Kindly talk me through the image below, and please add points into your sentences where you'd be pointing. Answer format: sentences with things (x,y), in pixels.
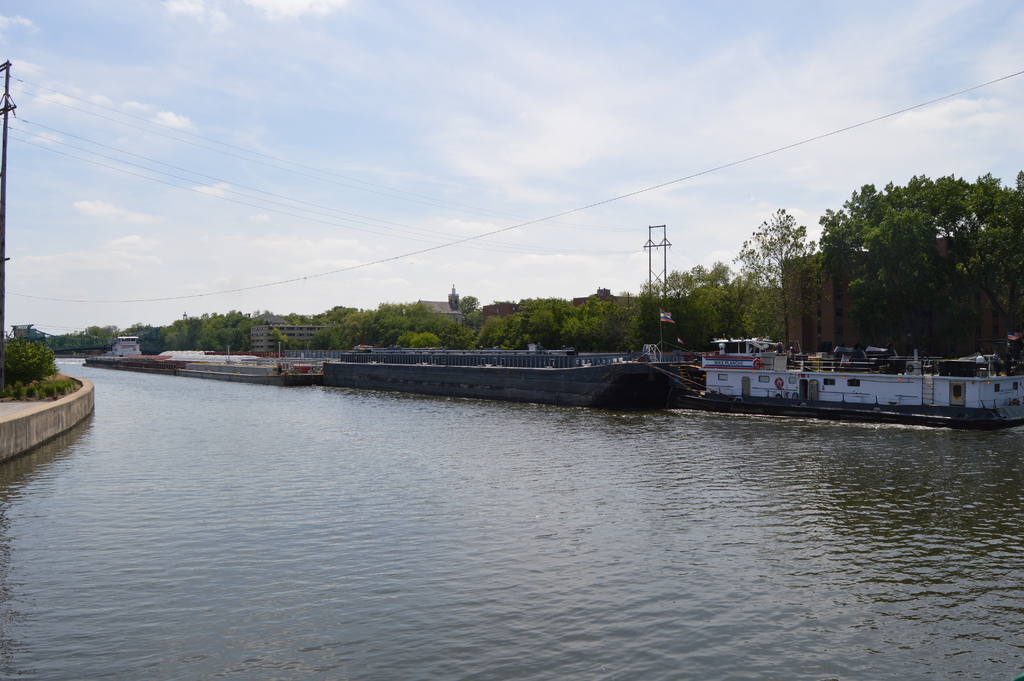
In this image we can see the buildings (813,290), trees (554,311) and also the electrical pole (7,149) with the wires (10,295). We can also see the ship (469,360) and a boat (540,384) on the surface of the water (674,448). We can see the flag (662,321). In the background (270,161) we can see the sky (783,106) with the clouds (889,135).
